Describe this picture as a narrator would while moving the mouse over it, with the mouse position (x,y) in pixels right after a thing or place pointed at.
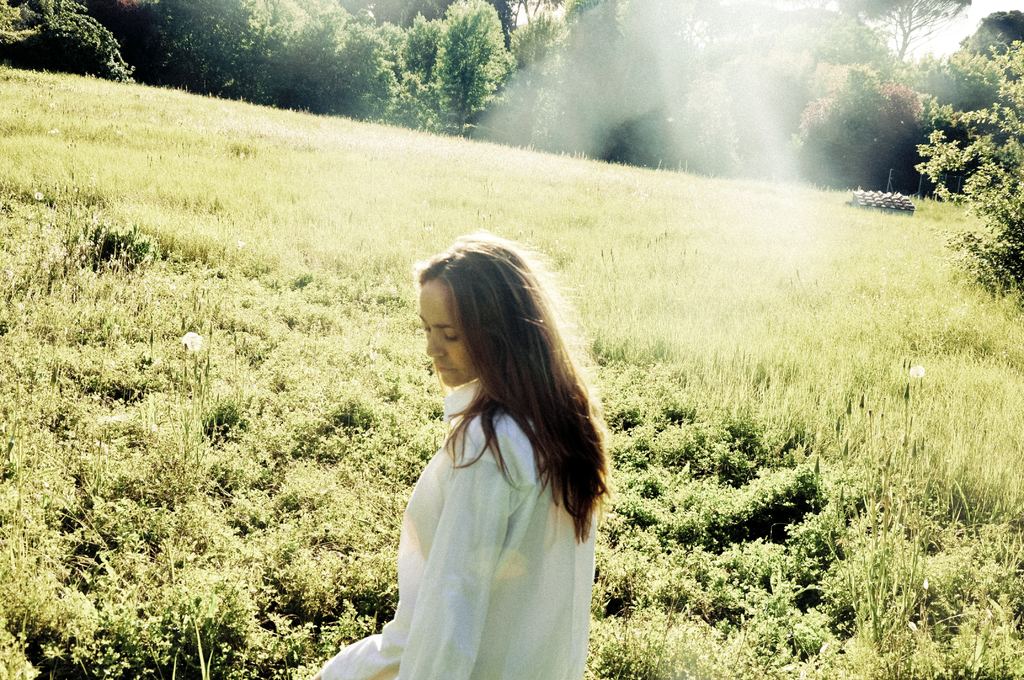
As we can see in the image there is grass (193,241), plants (441,415), trees (589,22), smoke (723,33) and a woman (485,409) wearing white color dress (492,460).
